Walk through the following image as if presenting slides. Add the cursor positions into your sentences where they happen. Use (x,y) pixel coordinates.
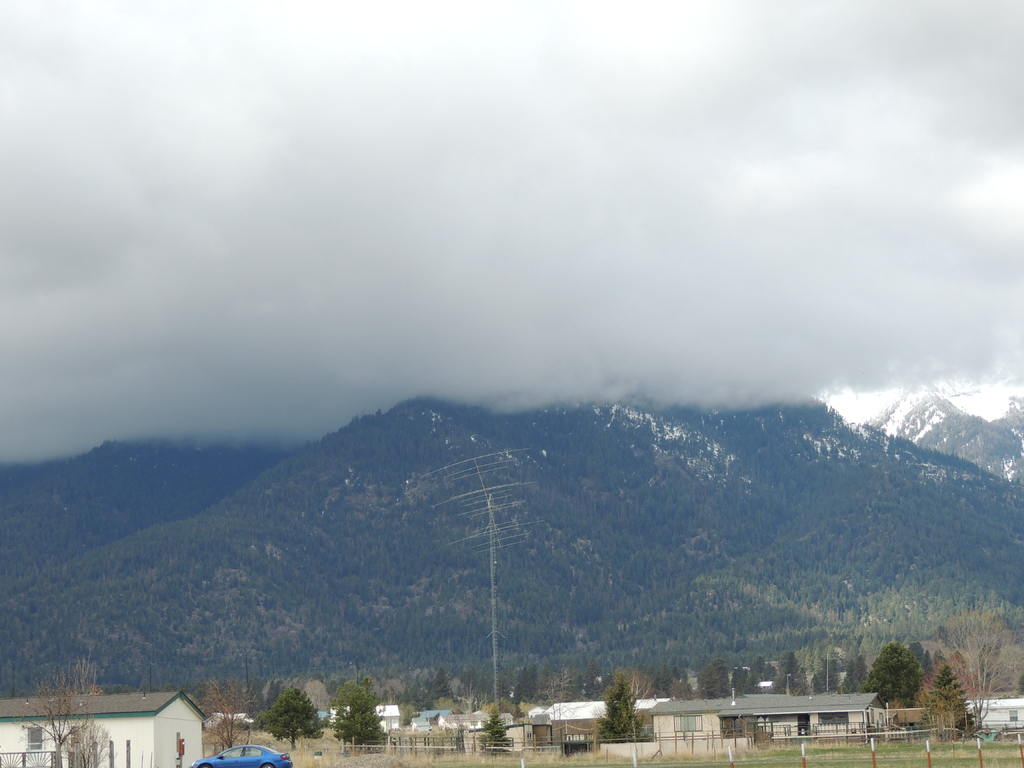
These are clouds (697,100). Here we can see mountains (502,462). In-front of this mountain (506,532) there are trees (360,699), houses (146,705), fence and vehicle (245,763). This is signal tower (491,528).
